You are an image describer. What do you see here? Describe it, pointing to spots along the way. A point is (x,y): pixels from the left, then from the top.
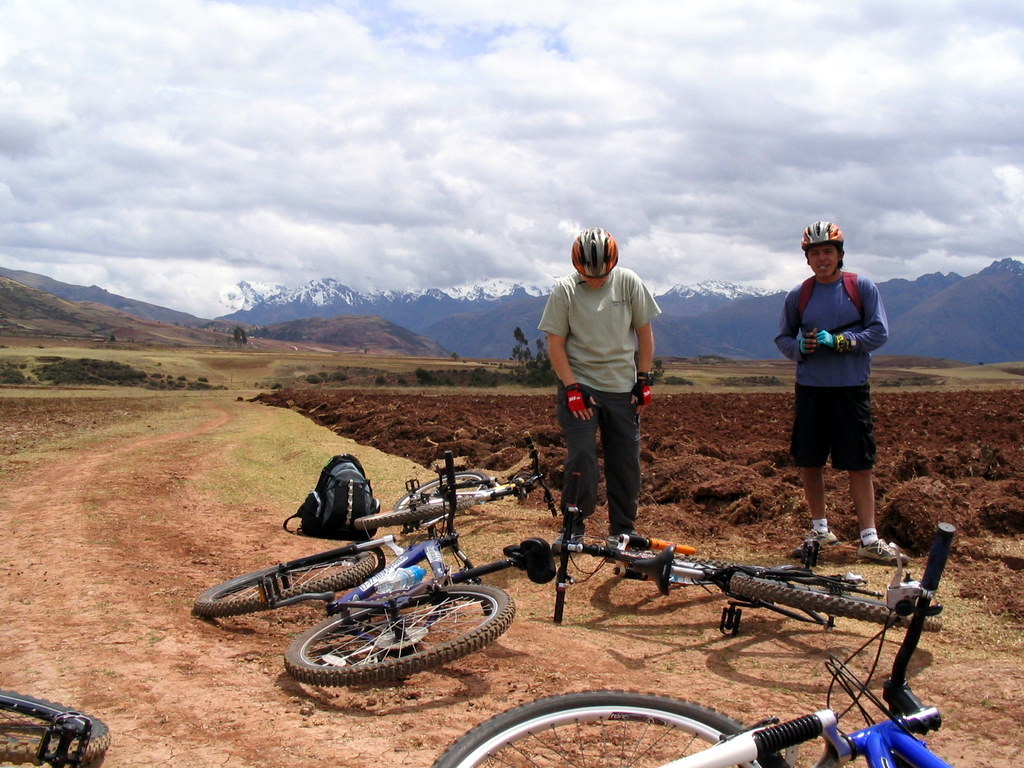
In this picture we can see two people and bicycles (602,701) on the ground (234,723) and in the background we can see trees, mountains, sky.
